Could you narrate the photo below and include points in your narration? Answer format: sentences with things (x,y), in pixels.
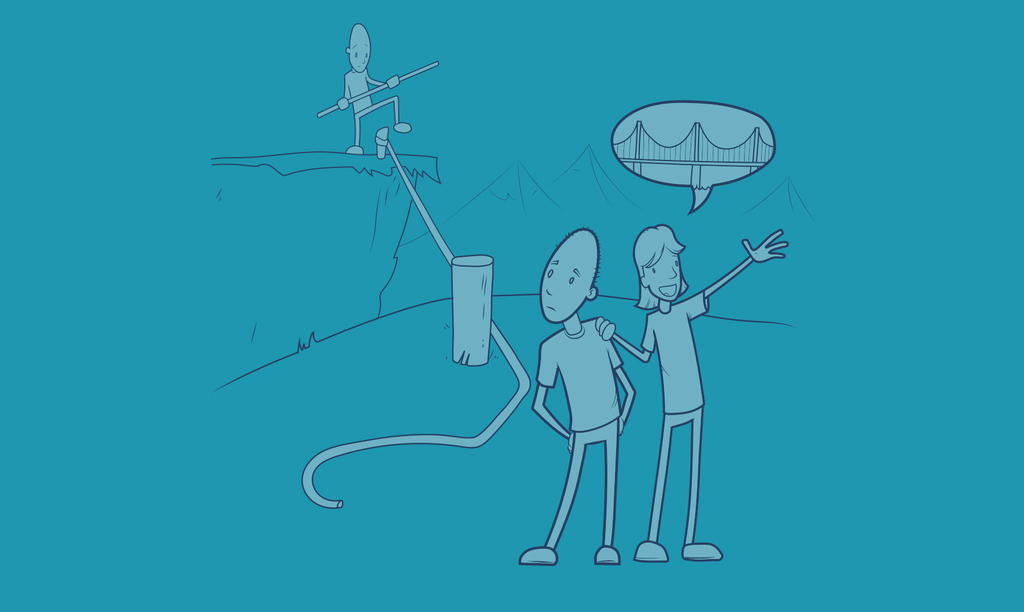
This is an animated image. 2 people (667,471) are standing in the front (673,312). The person (671,326) standing on the right (685,409) is thinking of a bridge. There is another person (371,113) at the back (353,94), holding a stick (413,74). There are mountains (499,216) at the back (499,216) and the background (462,202) is blue.
